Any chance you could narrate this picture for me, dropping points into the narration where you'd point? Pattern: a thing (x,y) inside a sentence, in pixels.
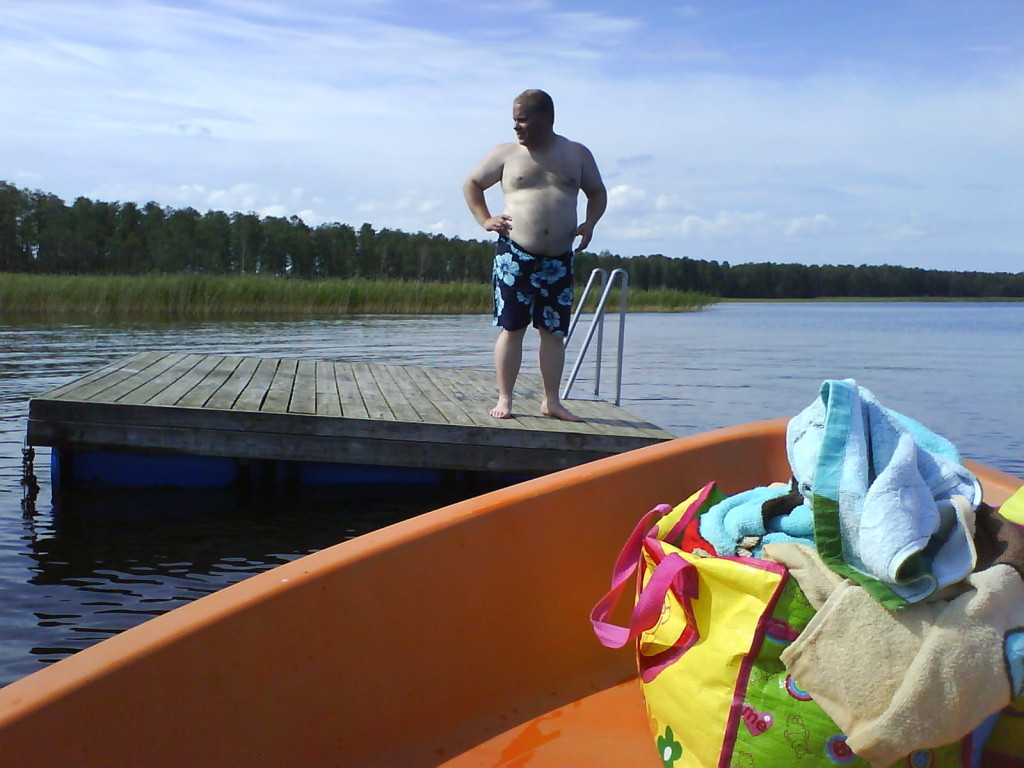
In this image, on the right corner (709,749), we can see a bag (743,704) which is filled with some cloth (912,605) and the bag (698,590) is placed on the boat (587,655). In the middle of the image (514,335) a man (537,181) is standing on the bridge (489,406). In the background (987,297), we can see some trees (13,253). On the top (846,154), we can see a sky (860,169), at the bottom (35,546), we can see a water (995,336) in a lake (981,333).
